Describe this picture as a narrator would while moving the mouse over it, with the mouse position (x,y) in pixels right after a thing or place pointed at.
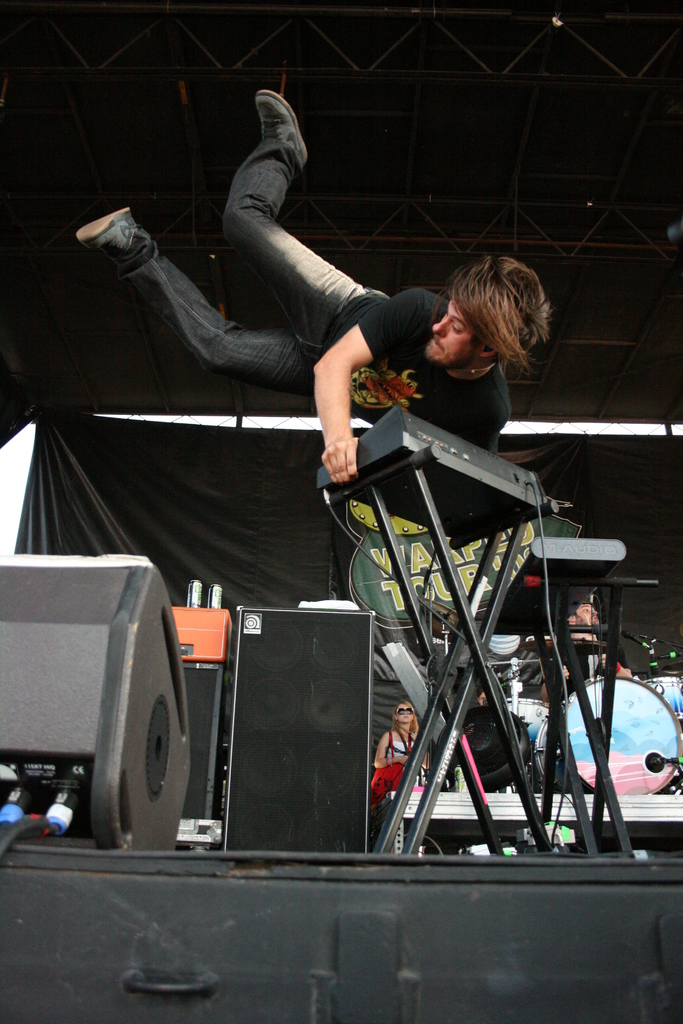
In the background (555,50) we can see the beams (653,56), black cloth (639,607). In this picture we can see a woman (399,736) wearing goggles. We can see a man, musical instruments (621,708) and objects (616,631). We can see a man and he is in the air holding a device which is placed on the stand table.
